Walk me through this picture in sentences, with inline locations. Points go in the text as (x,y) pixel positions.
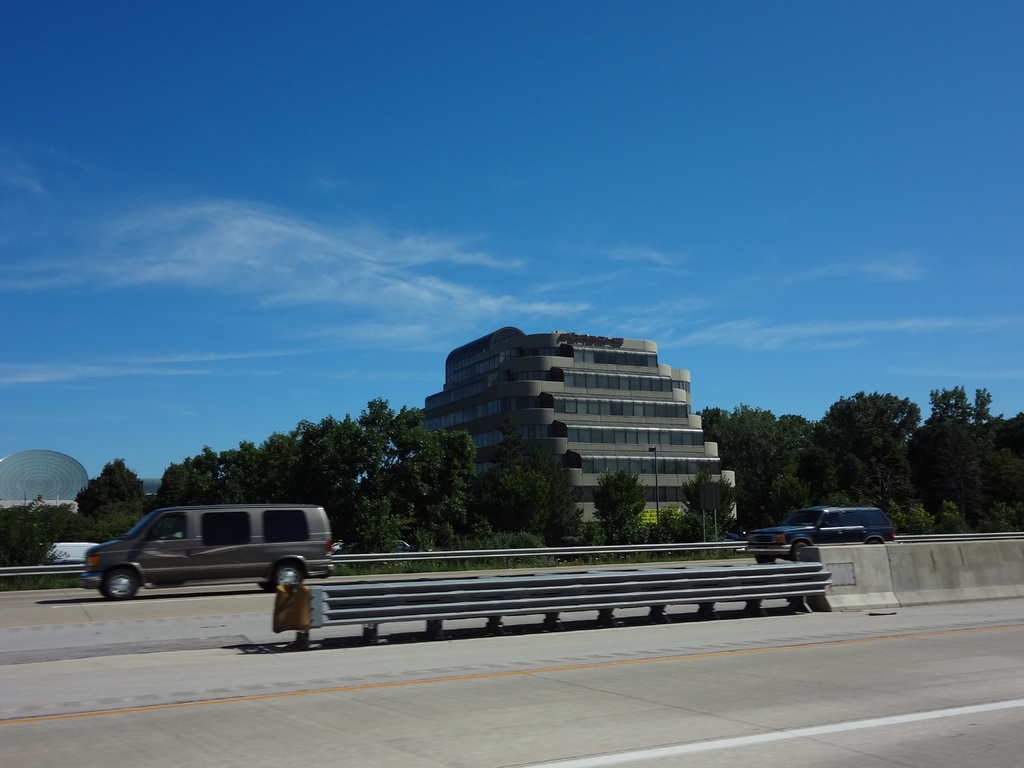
In this image in the center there is a fence (569,600) and there is a wall (897,589). In the background (267,513) there are cars (325,559) moving on the road (832,692). There are trees (378,480) and there are buildings (490,422) and the sky (643,211) is cloudy.
